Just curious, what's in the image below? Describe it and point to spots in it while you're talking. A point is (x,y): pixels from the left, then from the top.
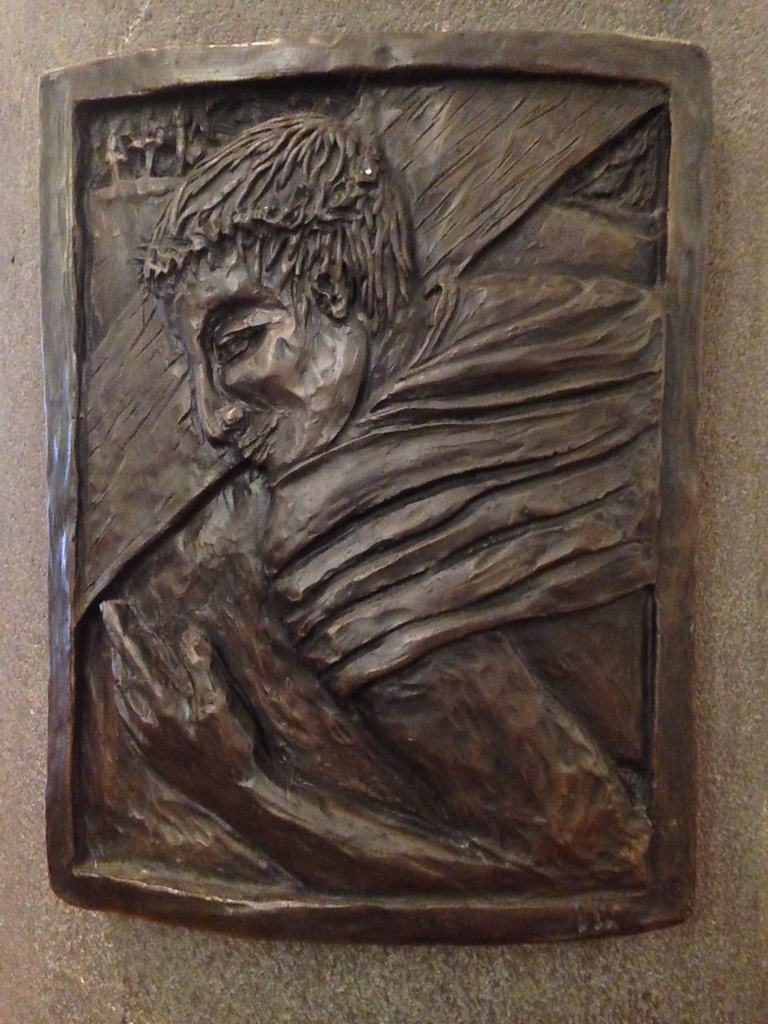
In the center of the image (258,514) we can see a sculpture (255,160) on the wall (250,35).
